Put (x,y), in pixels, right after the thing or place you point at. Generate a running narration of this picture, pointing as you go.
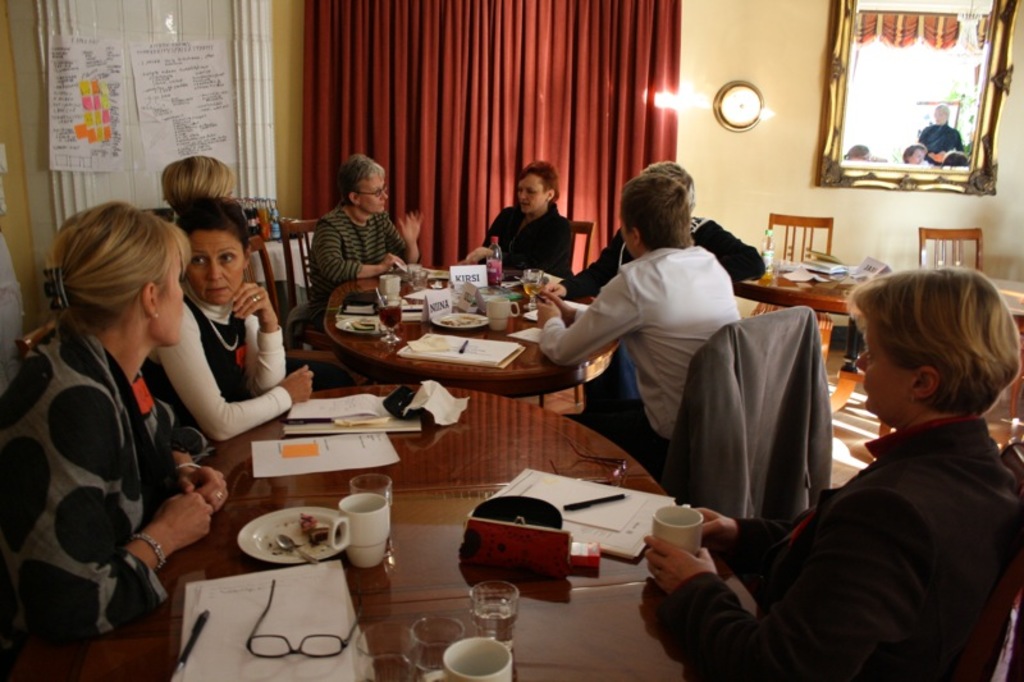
This is the image inside of the room (39,265). This image there are group of people (151,536) sitting around the table (332,303). There are papers (235,617), pens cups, plates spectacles (313,646) on the table (530,452). At the back (497,93) there is a curtain (551,74), chart (150,96), clock (739,105) mirror (873,115) on the wall (792,152).
